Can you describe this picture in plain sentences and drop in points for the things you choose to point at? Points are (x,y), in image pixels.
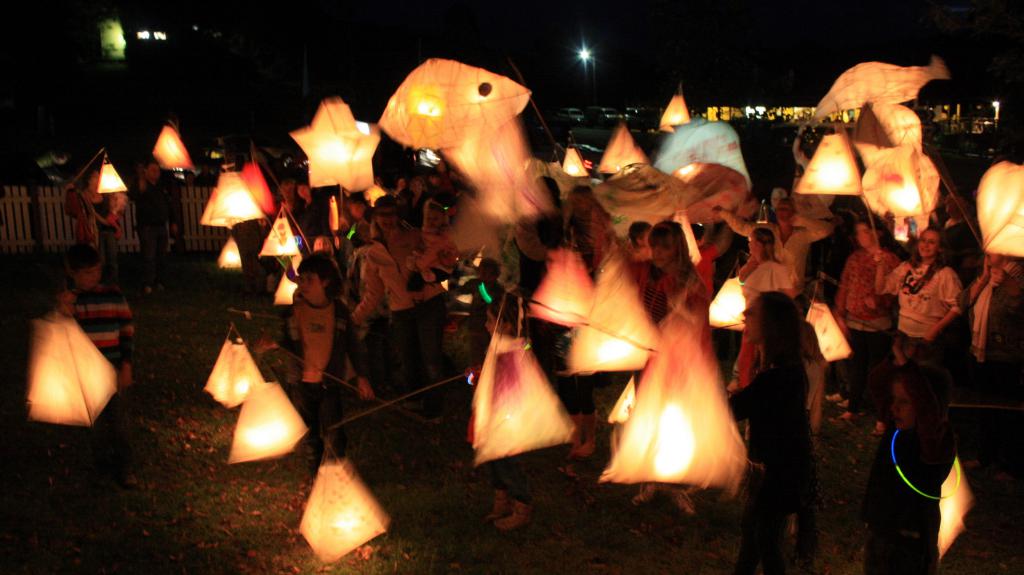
In this image I can see the paper lanterns (499,379) and few people (790,352). I can see the railing (180,231), lights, few vehicles (590,116) and the black background (595,78).
